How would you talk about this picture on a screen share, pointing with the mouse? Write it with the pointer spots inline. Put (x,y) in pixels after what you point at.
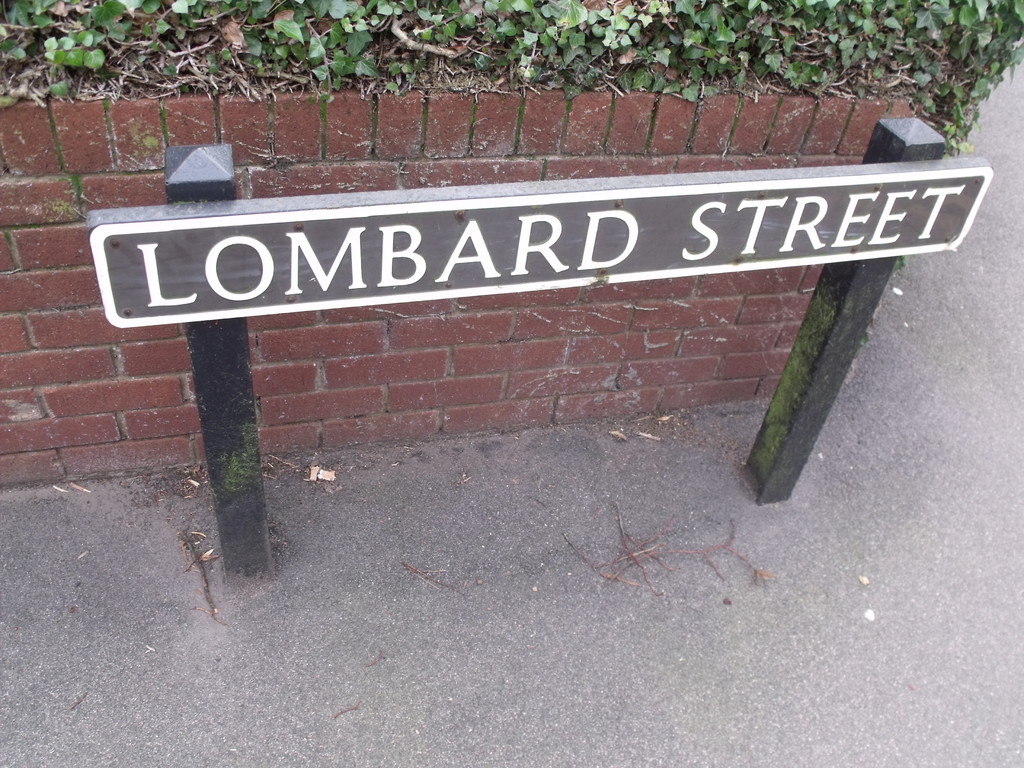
In the image there is a board (553,239) with some text (638,246), it is attached to two rods (182,178), behind that there is a brick wall (274,168). On the brick wall (334,101) there are some plants (859,36).
